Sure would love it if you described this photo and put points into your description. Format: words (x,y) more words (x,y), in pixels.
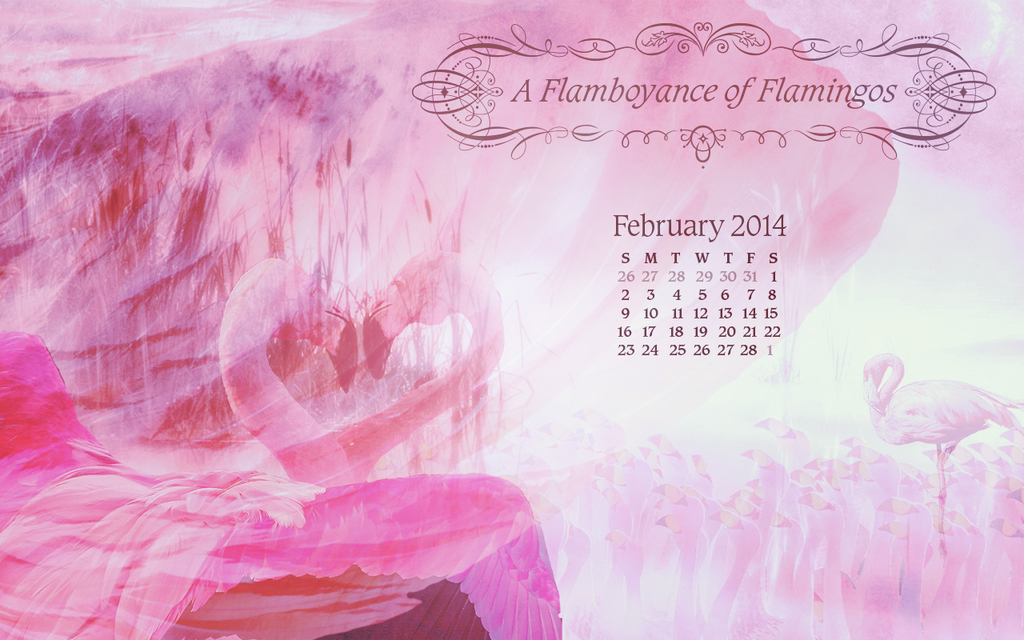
In the image we can see a poster (36,193), in the poster (789,71) we can see some text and calendar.
